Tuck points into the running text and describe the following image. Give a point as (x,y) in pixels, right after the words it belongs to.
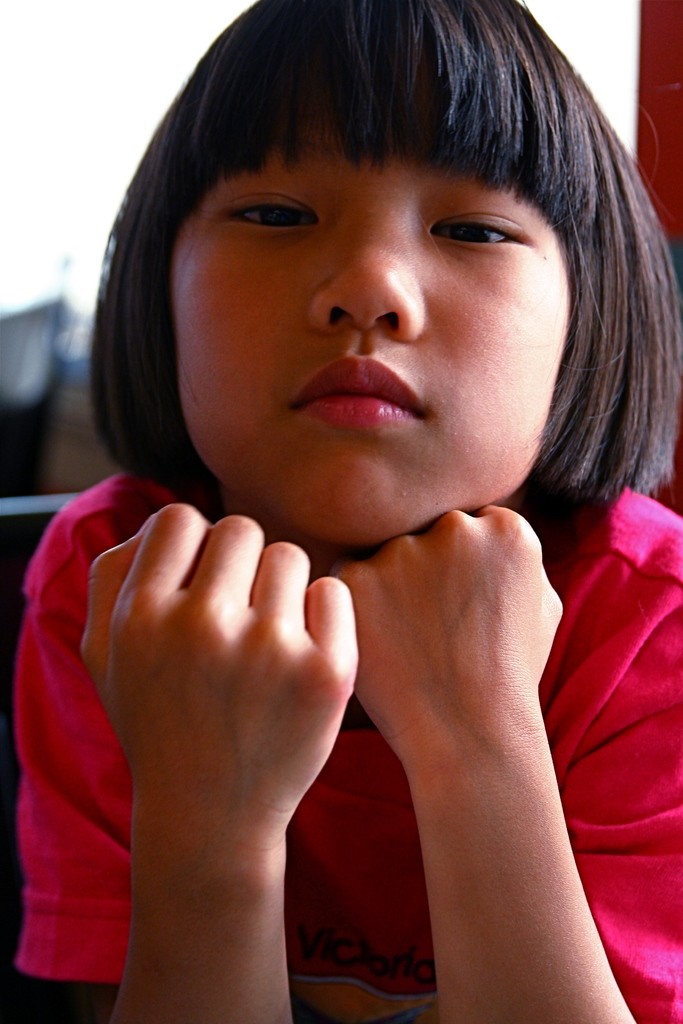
In this image I can see a girl (339,524). The girl (394,547) is wearing pink color clothes (585,770). The background of the image (73,94) is blurred.
